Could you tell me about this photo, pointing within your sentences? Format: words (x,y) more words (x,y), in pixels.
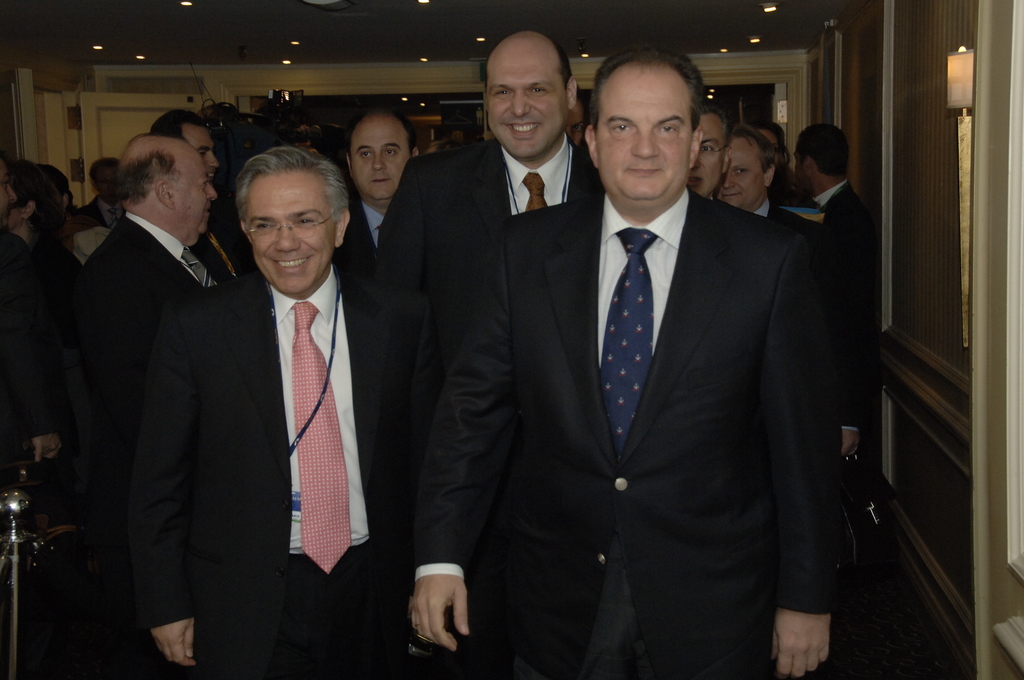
In this image there are people (511,230) standing wearing suits (484,208), on the right side (907,171) there is a wall (901,155) at top (672,39) there is ceiling (476,26) and lights (339,1).
